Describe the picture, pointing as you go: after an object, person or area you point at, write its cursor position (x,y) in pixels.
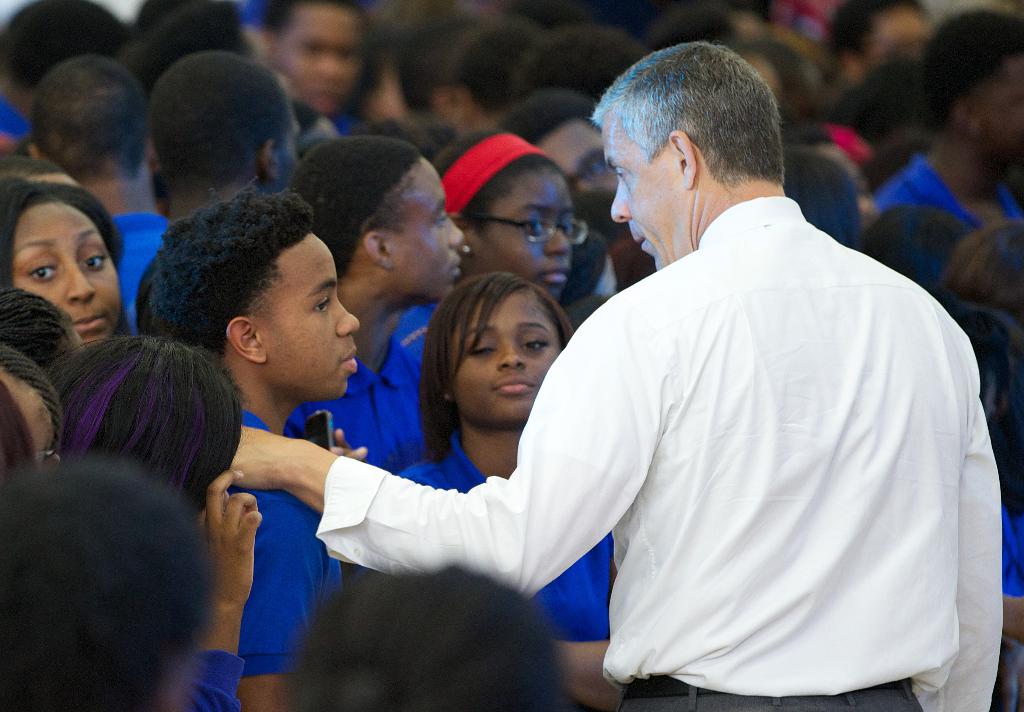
Here in this picture we can see number of people (398,303) standing over a place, the person (639,609) on the right side (801,328) is wearing white colored shirt (664,348) on him and the other people (376,360) who are standing in front of him are wearing same blue colored t shirts (419,340) on them over there.
